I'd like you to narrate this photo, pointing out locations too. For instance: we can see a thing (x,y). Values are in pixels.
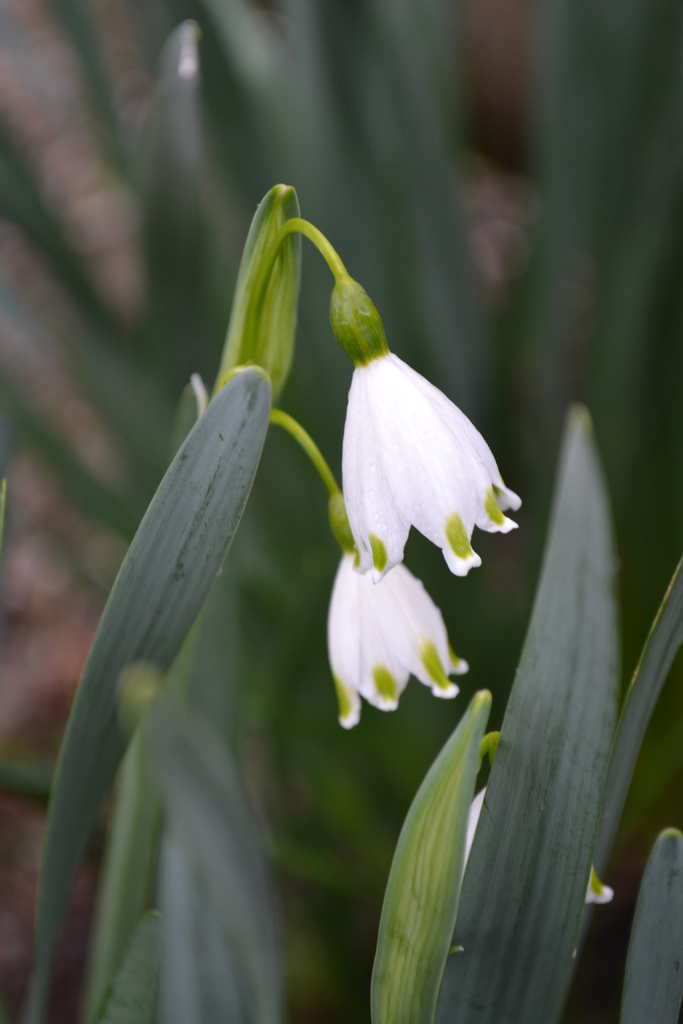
In this image we can see plants (495,798) with flowers (340,586) and a blurry background (24,868).
